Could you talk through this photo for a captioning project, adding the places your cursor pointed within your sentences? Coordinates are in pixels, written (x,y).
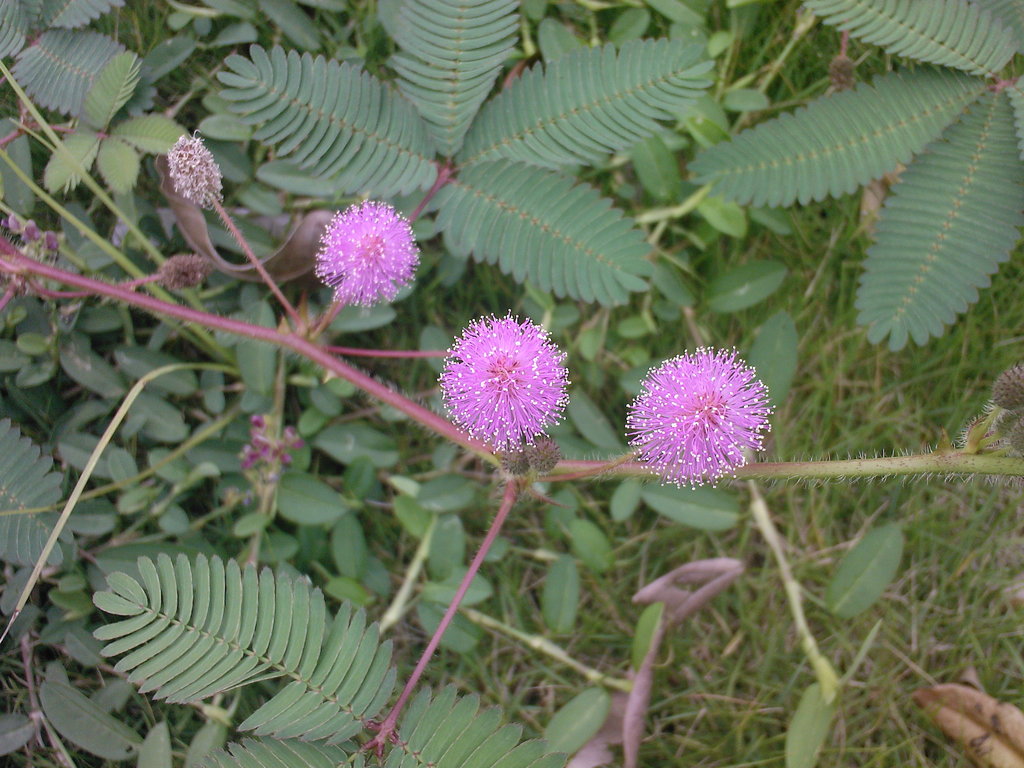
These are the flowers (486,387), which are purple in color. I think these are the plants (440,125) with the leaves (452,124). This looks like the grass (896,601).
